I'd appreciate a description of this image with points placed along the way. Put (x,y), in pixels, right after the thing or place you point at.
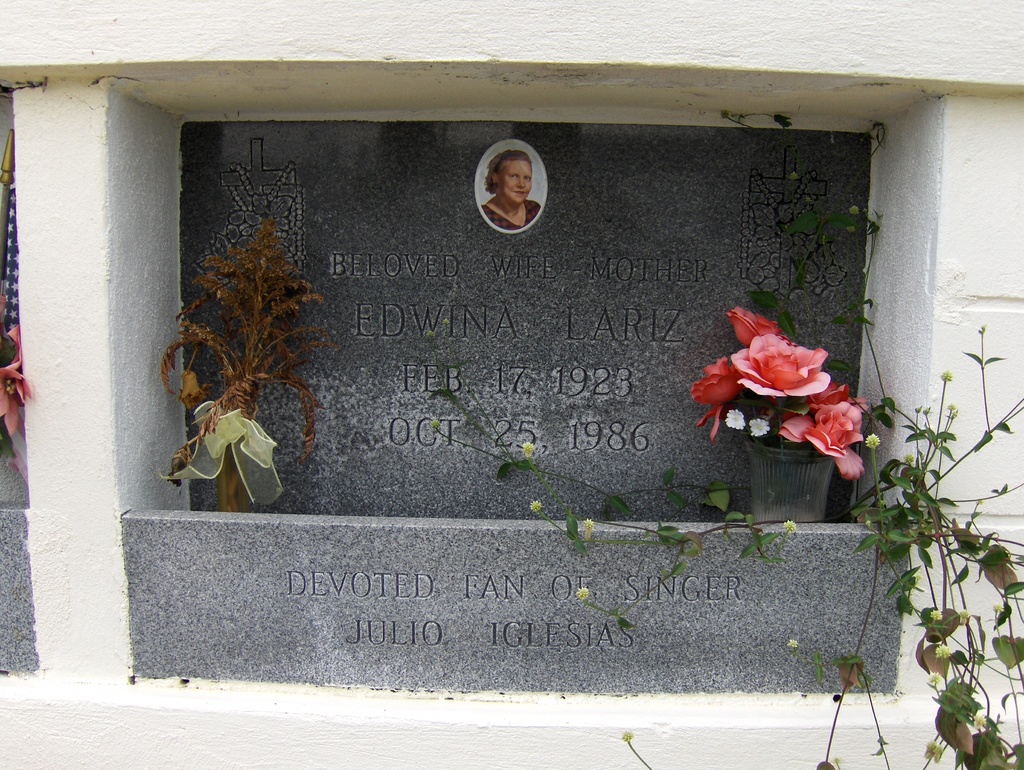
In this picture we can observe a gravestone (425,335) of a person (523,226). There is a bouquet (262,378) and flowers (781,392) placed on either sides of this gravestone (477,307). This gravestone (522,345) is in grey color. We can observe a wall (971,411) and a plant (950,631) here.
